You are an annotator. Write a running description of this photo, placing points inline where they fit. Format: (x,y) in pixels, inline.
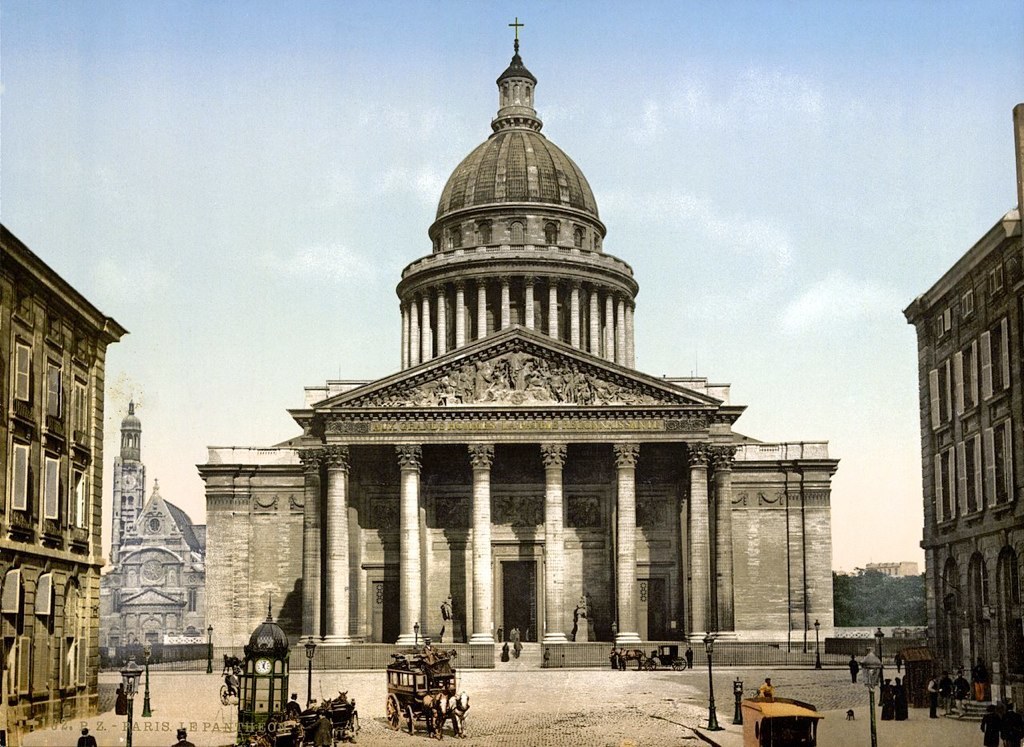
In this image I can see the horse cart (388,678) and I can see the horses (446,700) in white color. In front (282,683) I can see the clock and few persons (237,679) standing. Background (753,530) I can see few buildings (567,530) in gray and brown color and I can see the trees (849,593) in green color and the sky (251,153) is in blue and white color.
